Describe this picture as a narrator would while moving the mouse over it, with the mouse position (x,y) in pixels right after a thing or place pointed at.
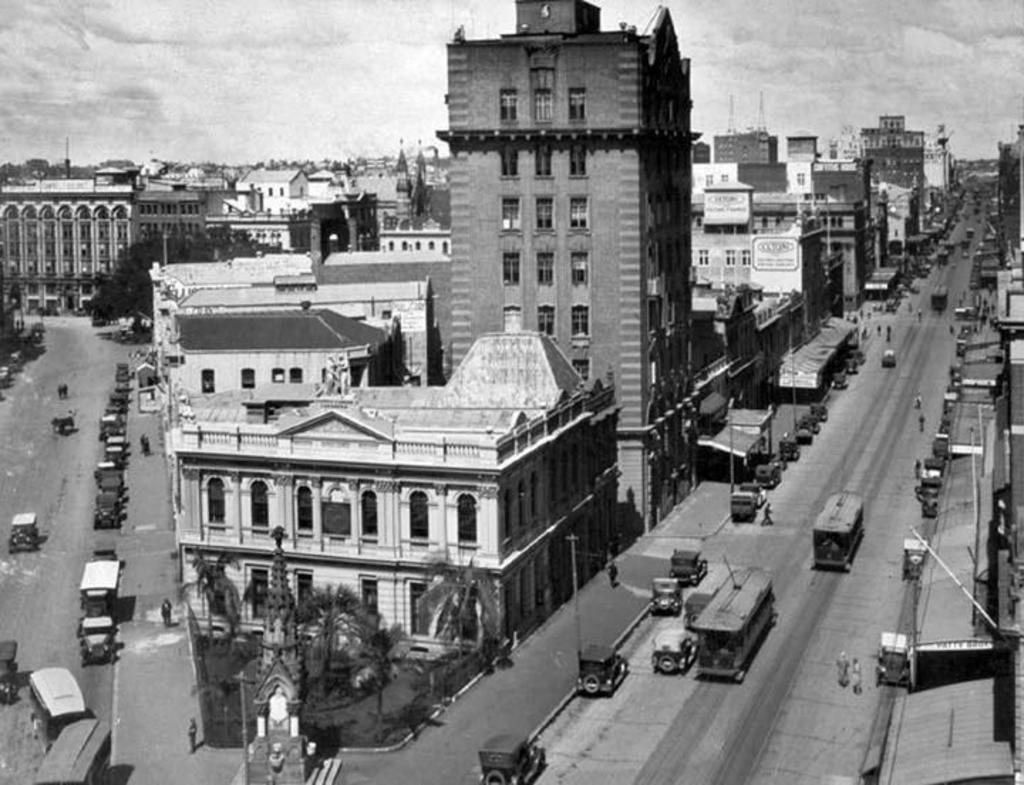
This is the picture of a city (668,265). In this image there are buildings (900,127) and trees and there are street lights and there are vehicles (818,546) on the road (696,765) and there are group of people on the footpath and on the road (97,459). At the top (153,71) there is sky (313,26) and there are clouds (141,57).
